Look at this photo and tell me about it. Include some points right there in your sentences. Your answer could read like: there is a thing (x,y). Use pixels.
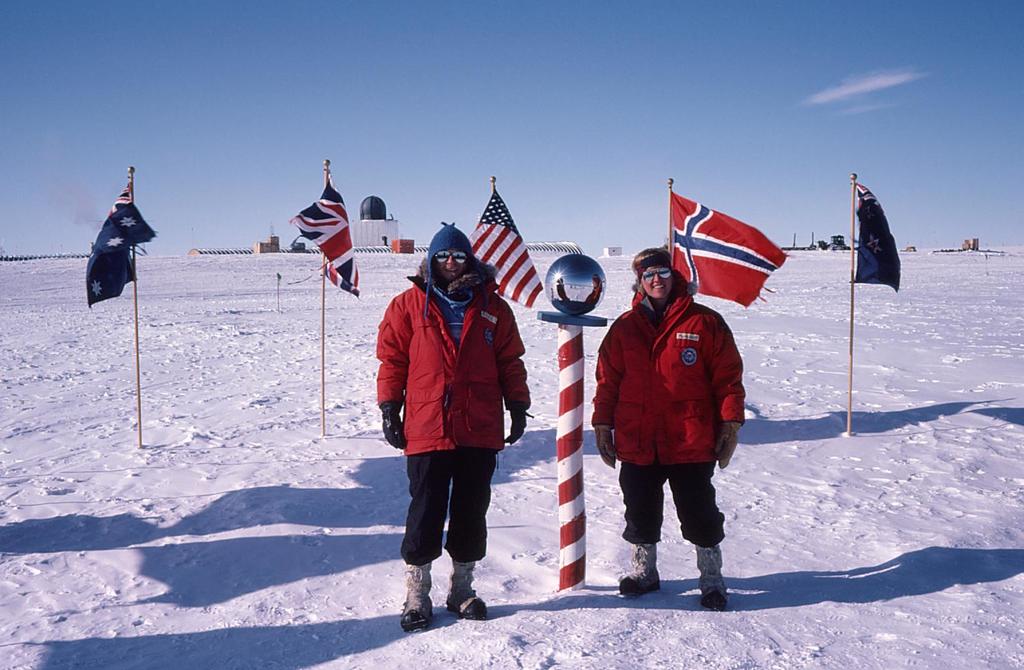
In the image we can see two persons (499,406) are standing on the snow (563,623) and in between them there is a spherical ball (565,269) on the stand (576,422) and behind them there are flags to the poles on the ground (292,343). In the background (6,236) there are buildings (381,244) and clouds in the sky (181,42).
